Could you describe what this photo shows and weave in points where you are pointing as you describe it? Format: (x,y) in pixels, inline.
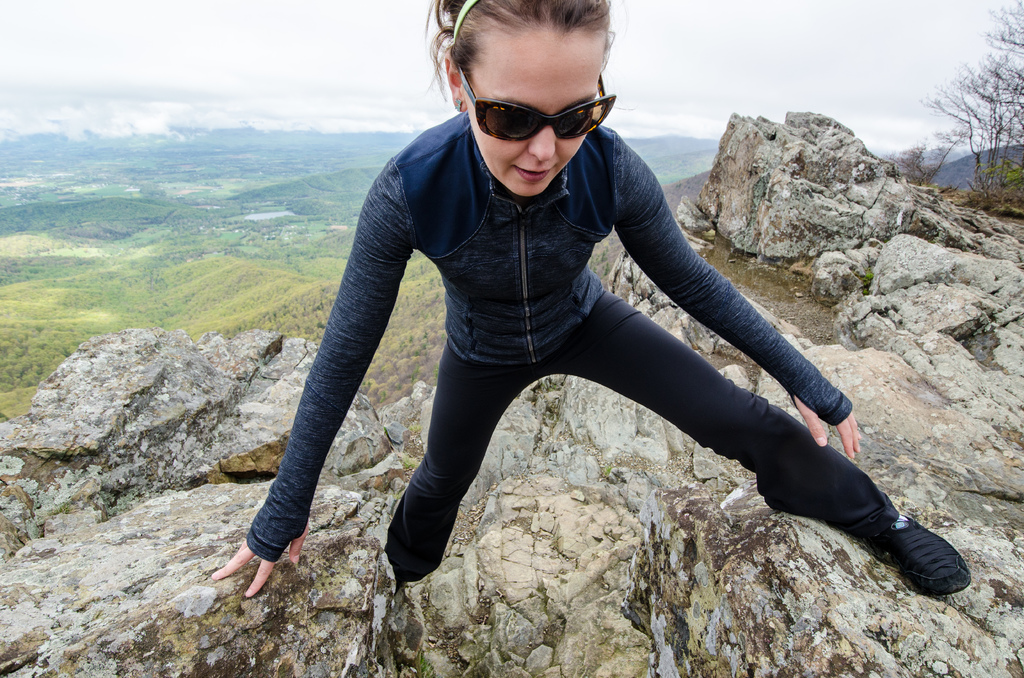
In this image, we can see a person (480,241) on the rock hill (860,298). There are plants (931,156) in the top right of the image (995,204). At the top of the image (742,26), we can see the sky (728,23).
